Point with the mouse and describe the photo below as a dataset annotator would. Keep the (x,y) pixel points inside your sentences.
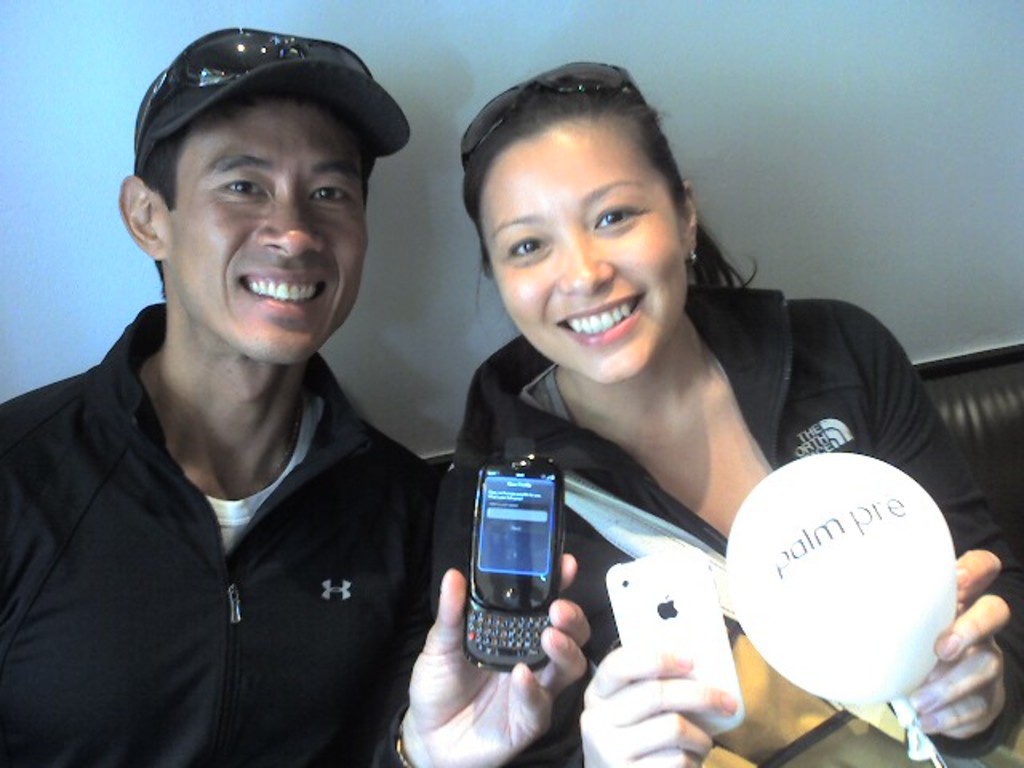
A picture of two people (772,344) one guy (147,336) and a girl (669,364). The guy (291,168) is wearing the black color jacket (66,430) and a hat (244,99) and the spectacles (204,51) on the hat (240,86) is holding the phone (534,538) and the girl (615,389) on the right side (863,341) is wearing the black jacket (773,395) and spectacles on the head (596,124) holding the phone (652,579) in the right hand (666,736) and a balloon (762,537) in the left hand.
